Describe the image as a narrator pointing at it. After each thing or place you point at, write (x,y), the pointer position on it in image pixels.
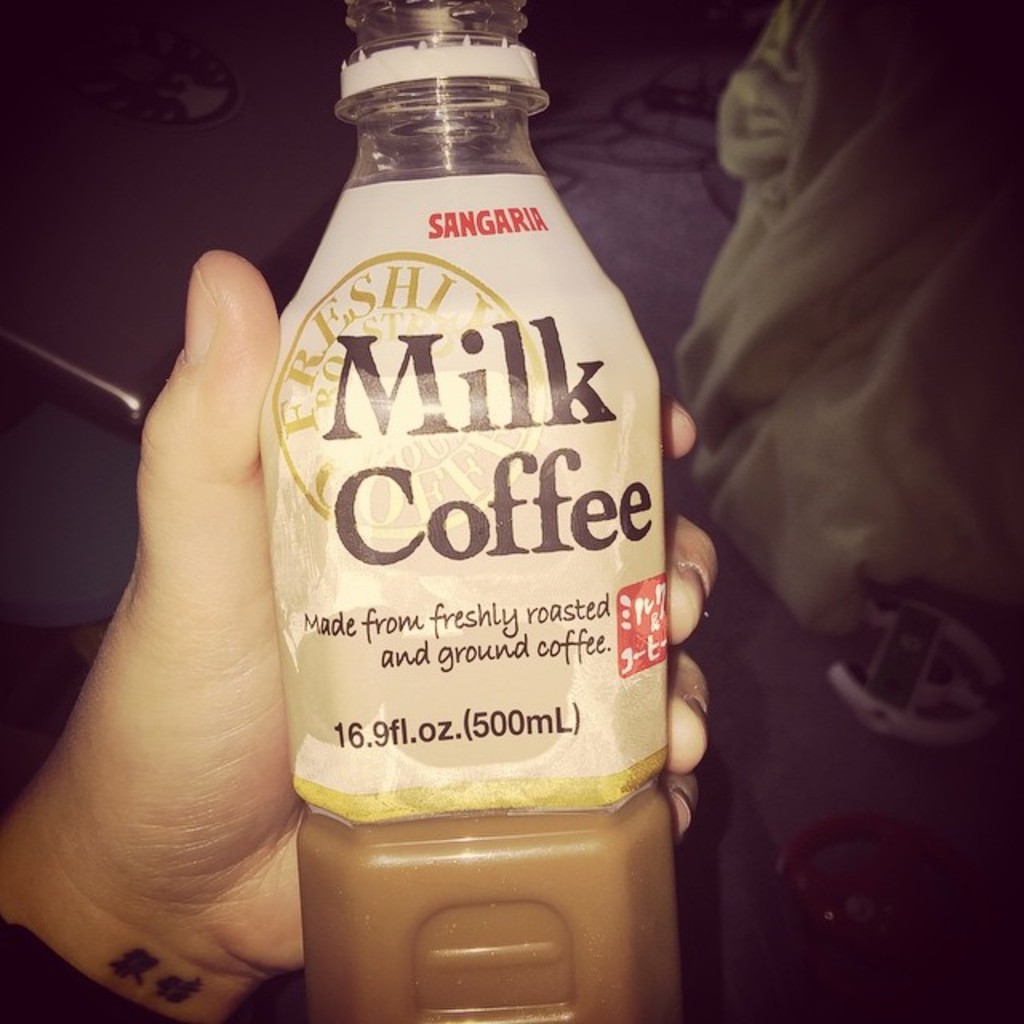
On the left (187,798) there is a person (186,863) he hold bottle (443,680) on the bottle (425,822) there is a text (553,530), inside the bottle (508,888) there is a drink (491,950).
